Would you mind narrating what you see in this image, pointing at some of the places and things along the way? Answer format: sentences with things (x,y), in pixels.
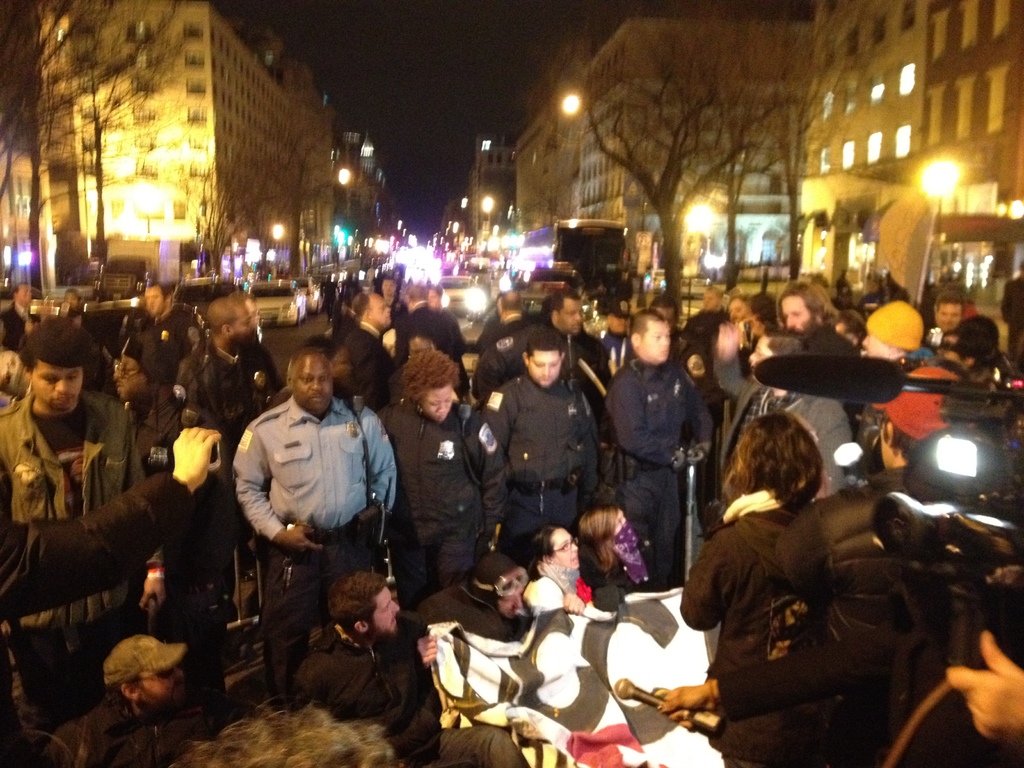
As we can see in the image there are group of people (726,309), cloth (627,615), camera (958,449), mic (622,682), street lamps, trees (212,212), buildings (596,167) and at the top (453,72) there is sky (353,113). The image is little dark.
